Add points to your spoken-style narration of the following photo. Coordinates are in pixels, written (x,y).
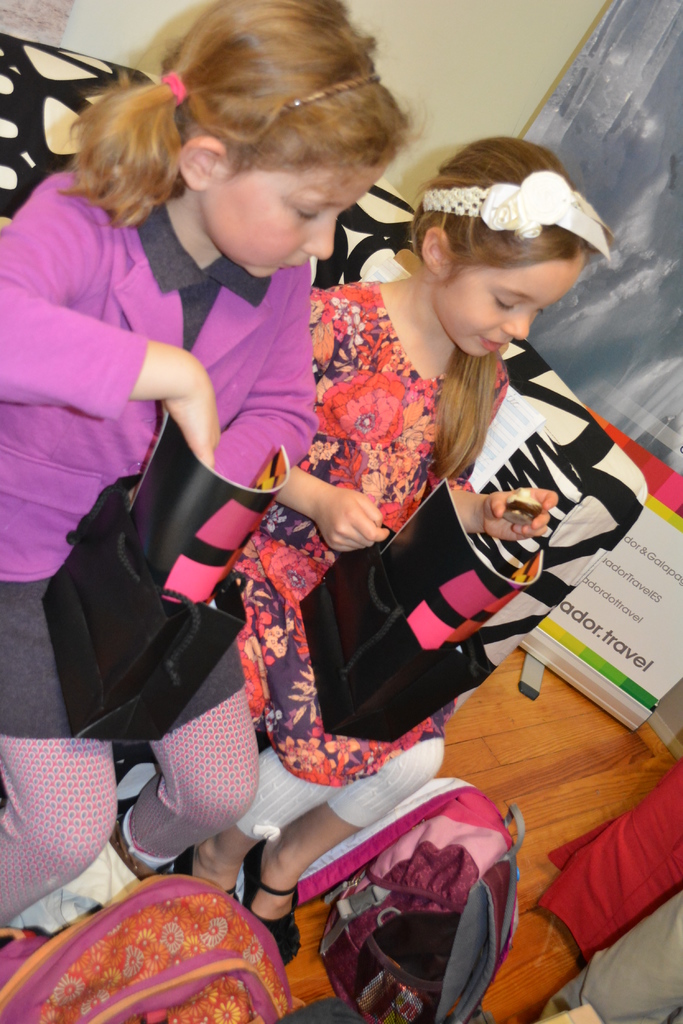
In this image I can see two girls (283,533) are sitting and holding black colored bags (178,638) in their laps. I can see two bags (417,930), the floor (545,777), few clothes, a banner (592,656) and a wall (472,94) in the background (506,91).
